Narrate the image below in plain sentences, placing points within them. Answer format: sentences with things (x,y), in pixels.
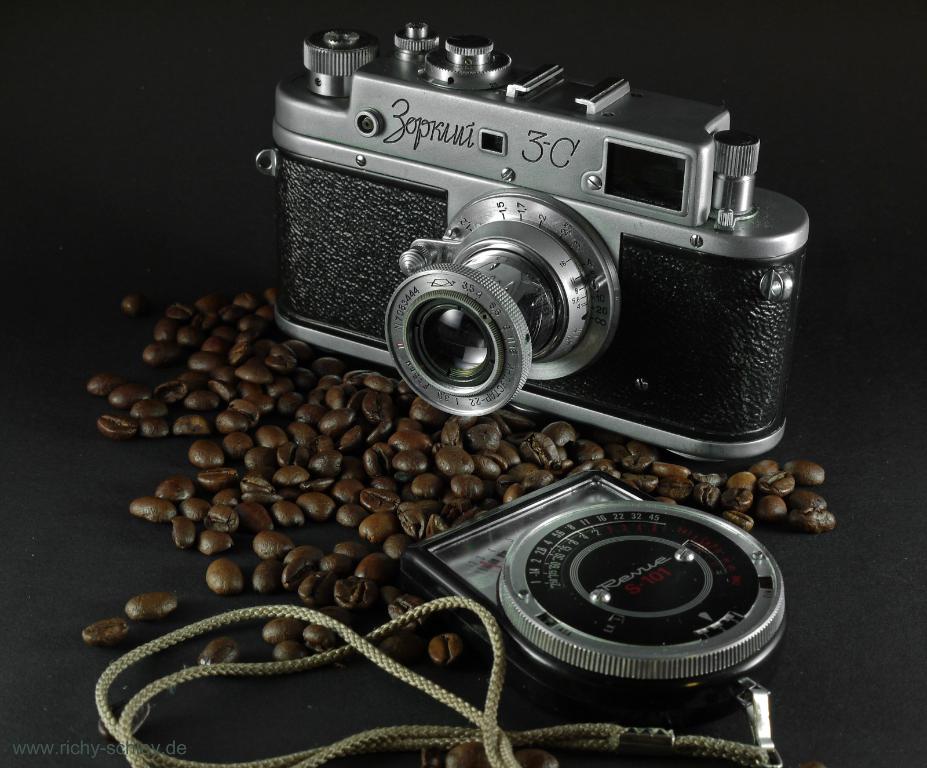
In this picture we can see a camera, lens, a rope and coffee beans (542,766) on a black surface (248,707).
